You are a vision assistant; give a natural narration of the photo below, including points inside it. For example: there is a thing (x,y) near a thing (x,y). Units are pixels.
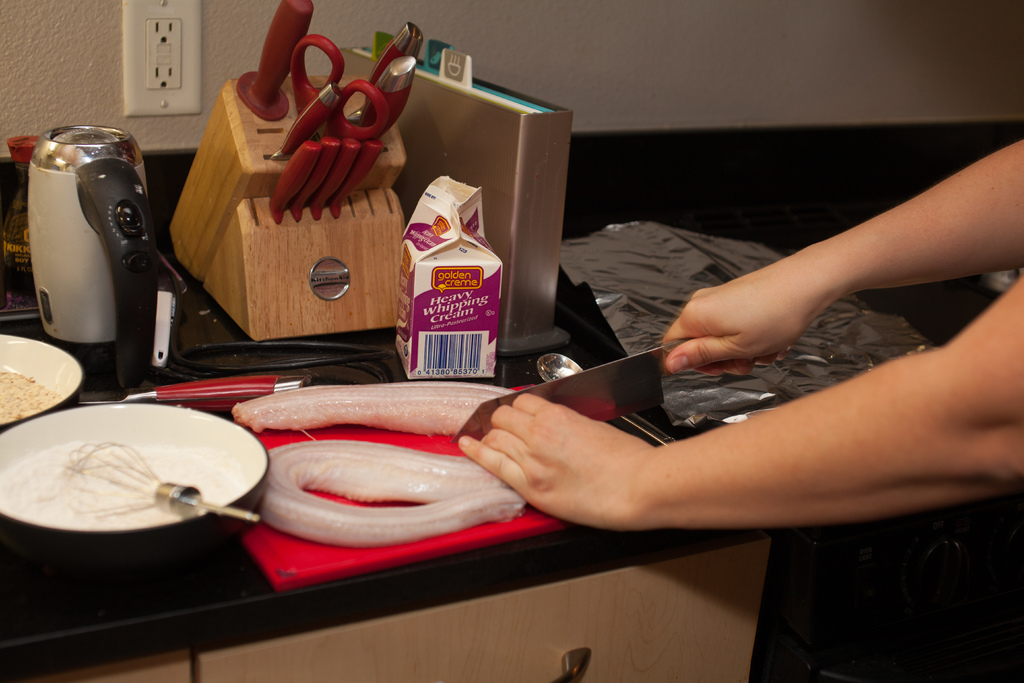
In this image we can see some person (763,456) cutting fish (455,484) with the help of the knife (625,398). Image also consists of a stirrer (92,470), containers (85,418), scissor (318,84) and also cream pack (449,302) placed on the counter (223,551).
